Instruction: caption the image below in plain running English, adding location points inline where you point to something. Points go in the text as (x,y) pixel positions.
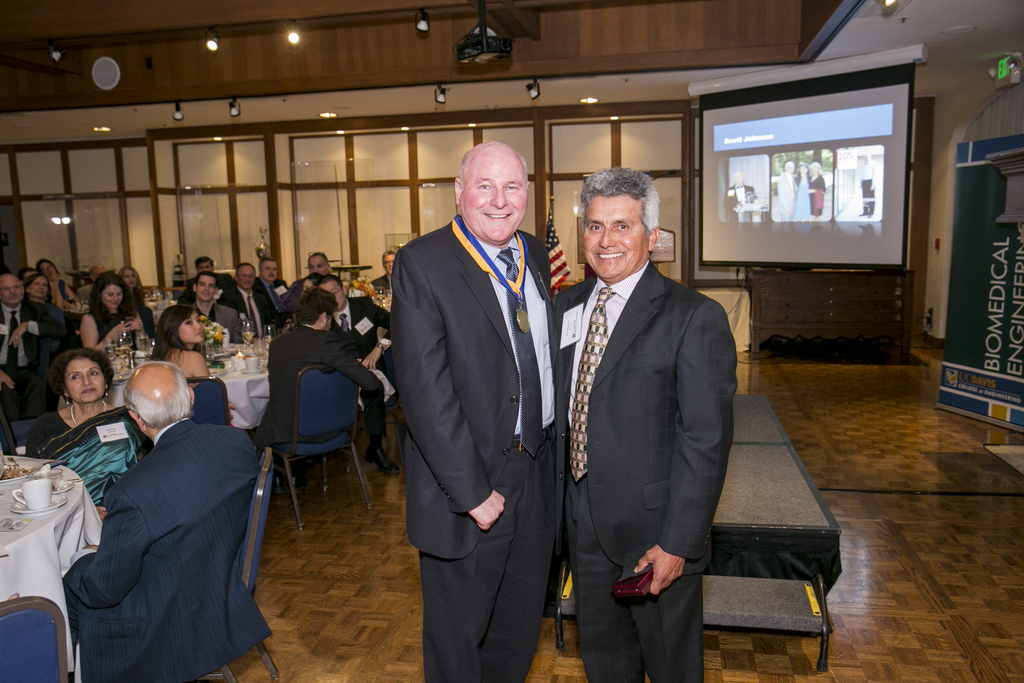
In front of the picture, we see two men (483,454) in black blazers (425,357) are standing. Both of them are smiling. They are posing for the photo. Behind them, we see a table (782,523). On the left side (161,415), we see people (138,416) are sitting on the chairs (302,390) around the tables (71,533). On the tables (60,513), we see cups (47,495), saucers (17,511), plates (74,484) containing food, glasses (250,327) containing liquid (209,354), water bottles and flower vases (205,339) are placed. Behind them, we see a wall (364,182) or a cupboard (655,123). On the right side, we see a blue color board (990,372) with some text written on it. Beside that, we see a projector screen (807,177) which is displaying something. At the top of the picture (527,74), we see the ceiling (531,22) of the room (545,36). This picture might be clicked in the restaurant (416,206).
